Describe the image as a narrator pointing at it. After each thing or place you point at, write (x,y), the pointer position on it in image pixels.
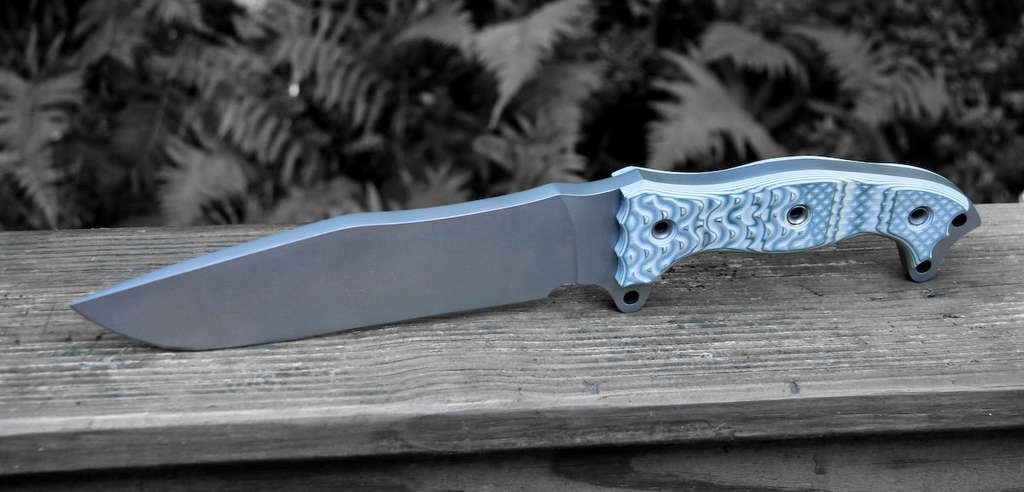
To the bottom of the image (747,411) there is a wooden surface (344,377) with knife (624,231) on it. And to the top of the image (528,56) there are leaves (587,53).
